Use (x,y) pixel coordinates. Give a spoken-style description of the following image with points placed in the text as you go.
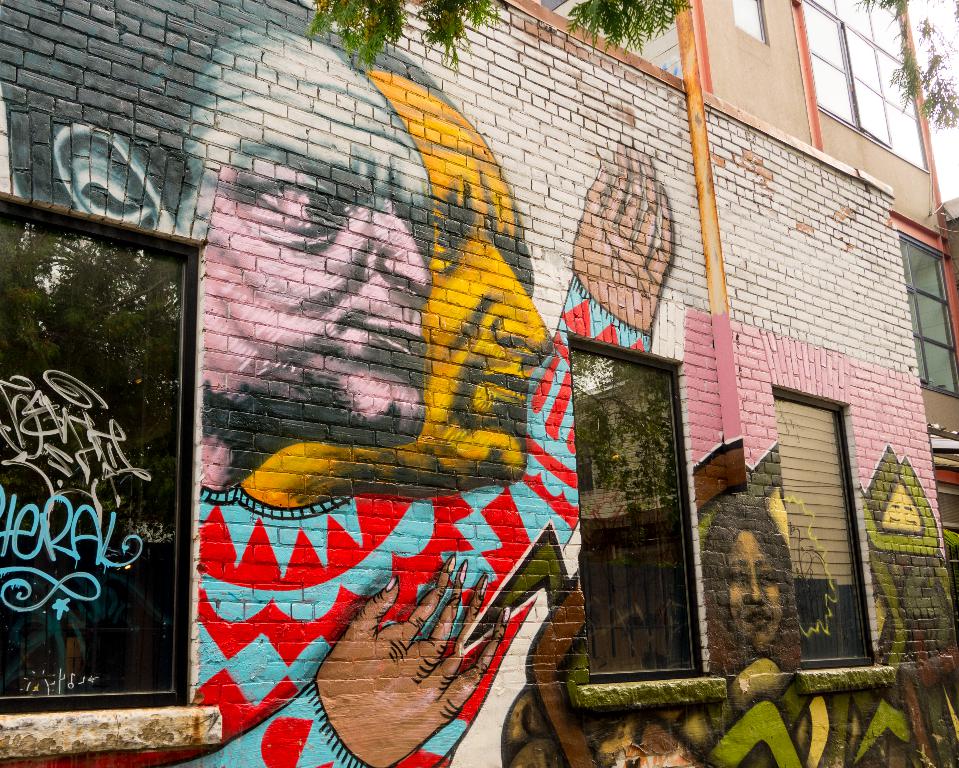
In this picture we can see the painting (344,388) on the building (316,479). To the buildings (316,460) there are windows (864,114). At the top of the image (458,35), there are trees (426,14).
